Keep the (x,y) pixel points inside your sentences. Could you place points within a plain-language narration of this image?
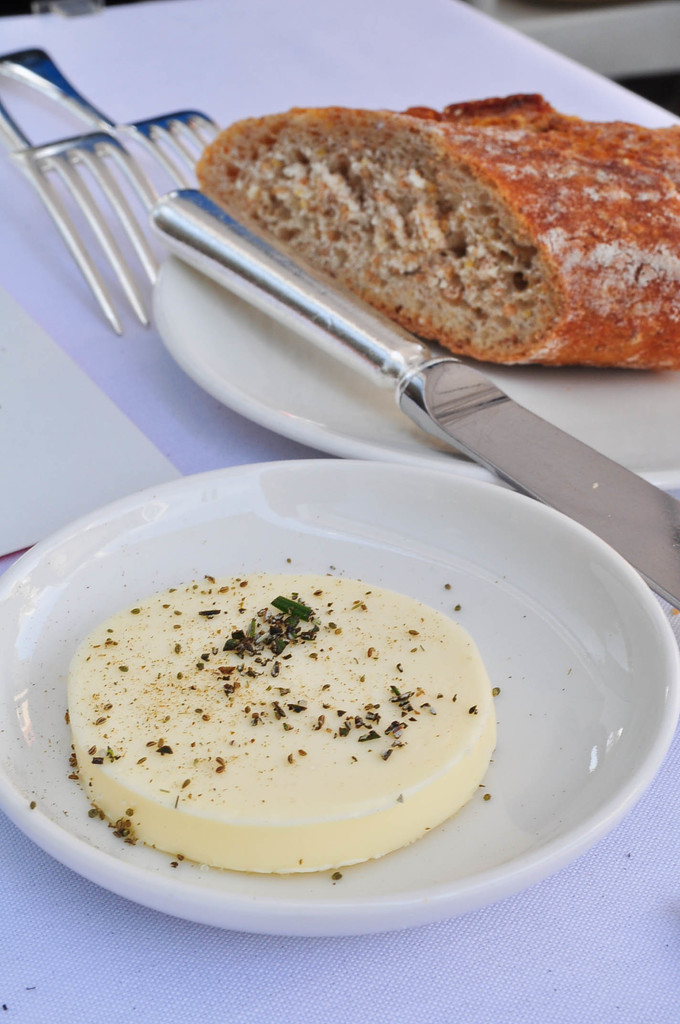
In the image I can see food items (375,600) and a knife (479,391) on a white color plate (357,490). I can also see forks (69,162) and some other objects (107,395) on a table (115,351).
